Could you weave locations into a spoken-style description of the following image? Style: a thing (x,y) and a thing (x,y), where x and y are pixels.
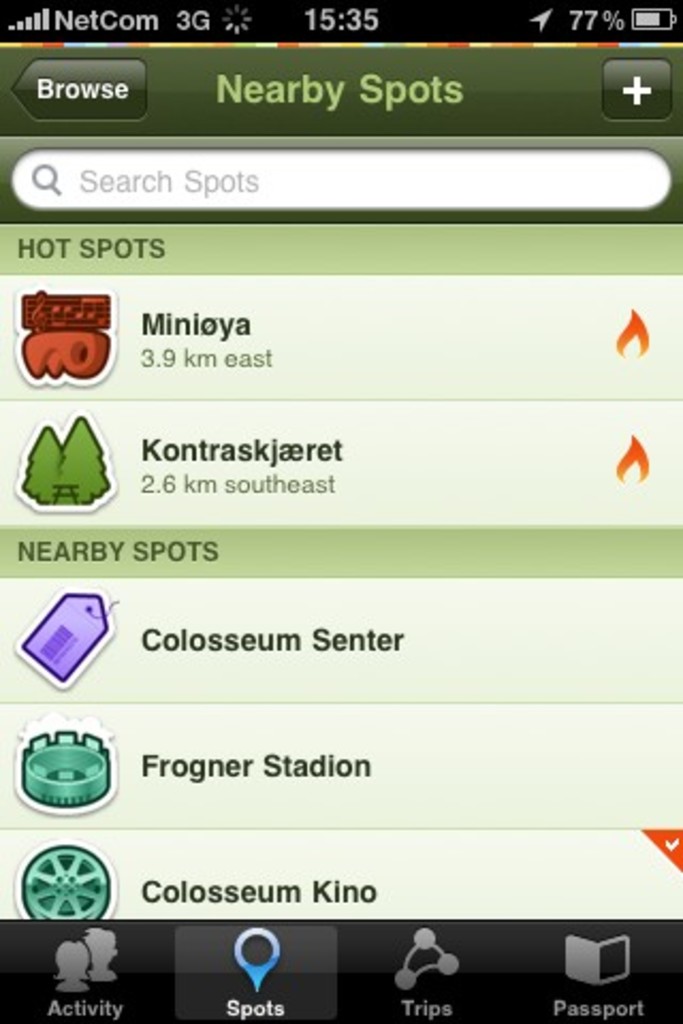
In this picture we can see a screen (121,645) and on this screen (540,219) we can see symbols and some text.
